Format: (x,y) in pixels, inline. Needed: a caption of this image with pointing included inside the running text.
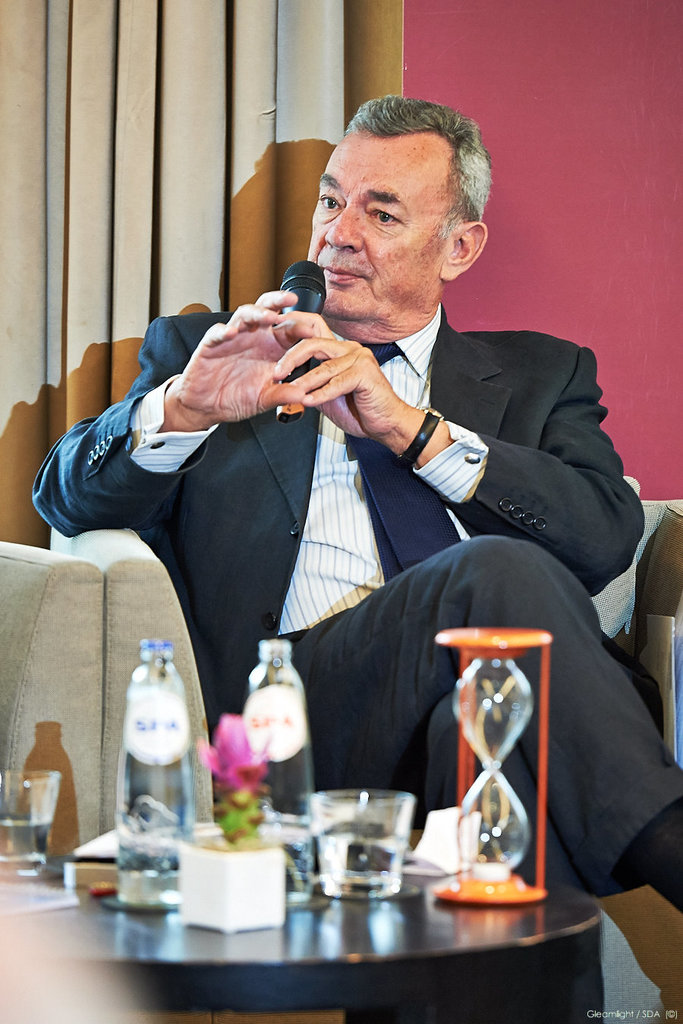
A man (371,694) is sitting in the sofa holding a microphone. There are bottles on the table (410,923).
